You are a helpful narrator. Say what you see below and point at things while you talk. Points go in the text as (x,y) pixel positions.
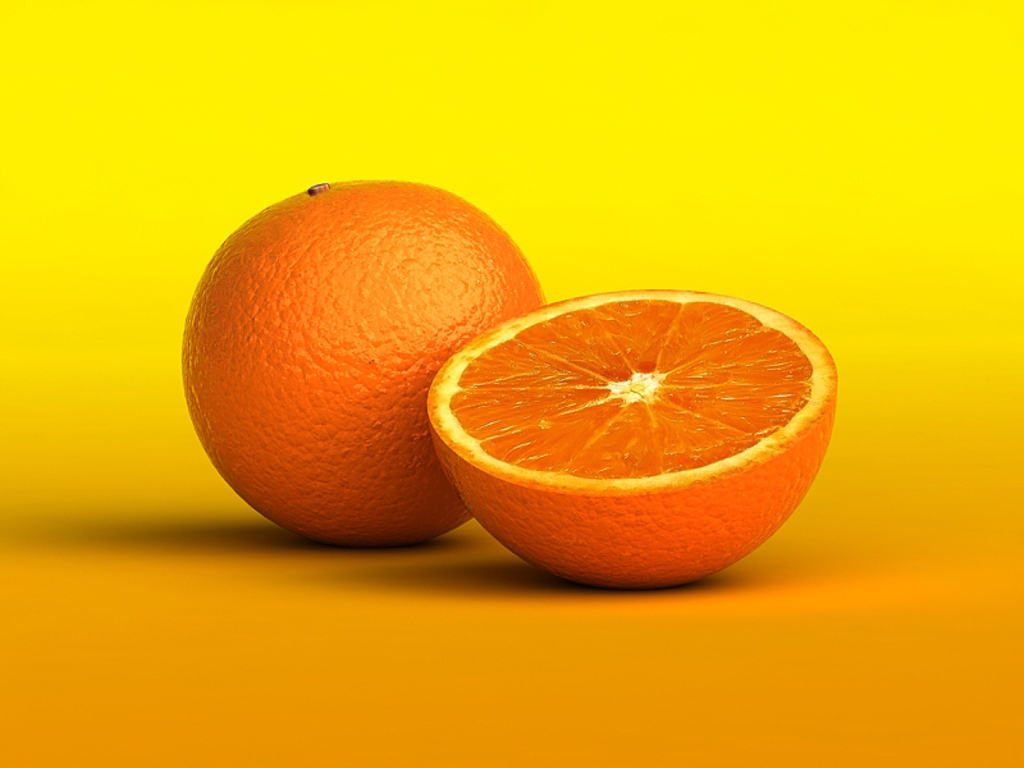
We can see an orange (334,535) and a slice (466,355) of an orange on the orange surface (378,610). In the background (541,52) it is yellow color.
